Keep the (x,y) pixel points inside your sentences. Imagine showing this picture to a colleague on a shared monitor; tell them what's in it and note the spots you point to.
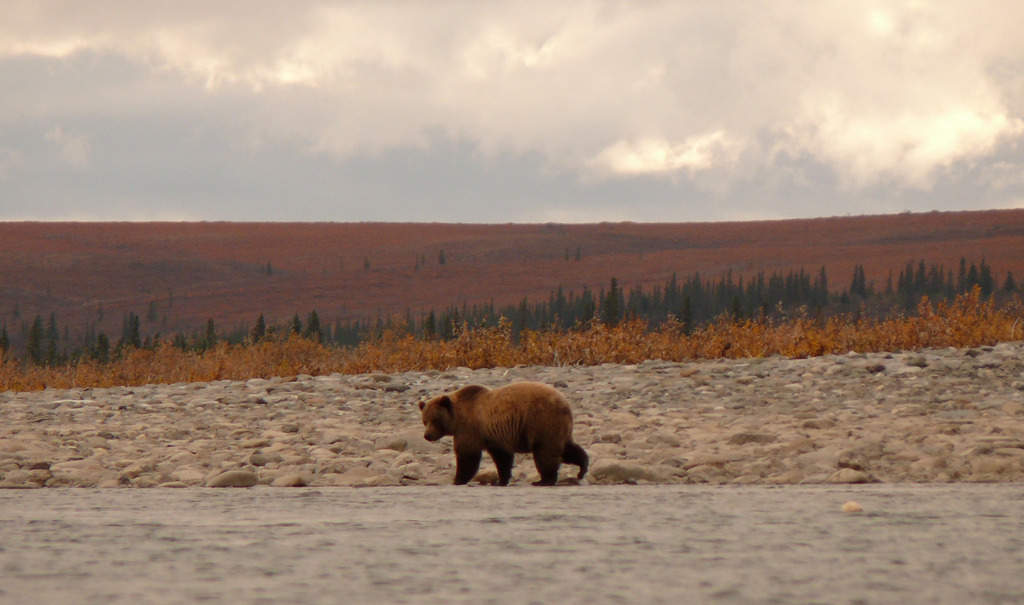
In this image I can see a bear (453,420) on the ground (515,469). In the background (452,310) I can see trees (600,311) and the sky (428,121).
